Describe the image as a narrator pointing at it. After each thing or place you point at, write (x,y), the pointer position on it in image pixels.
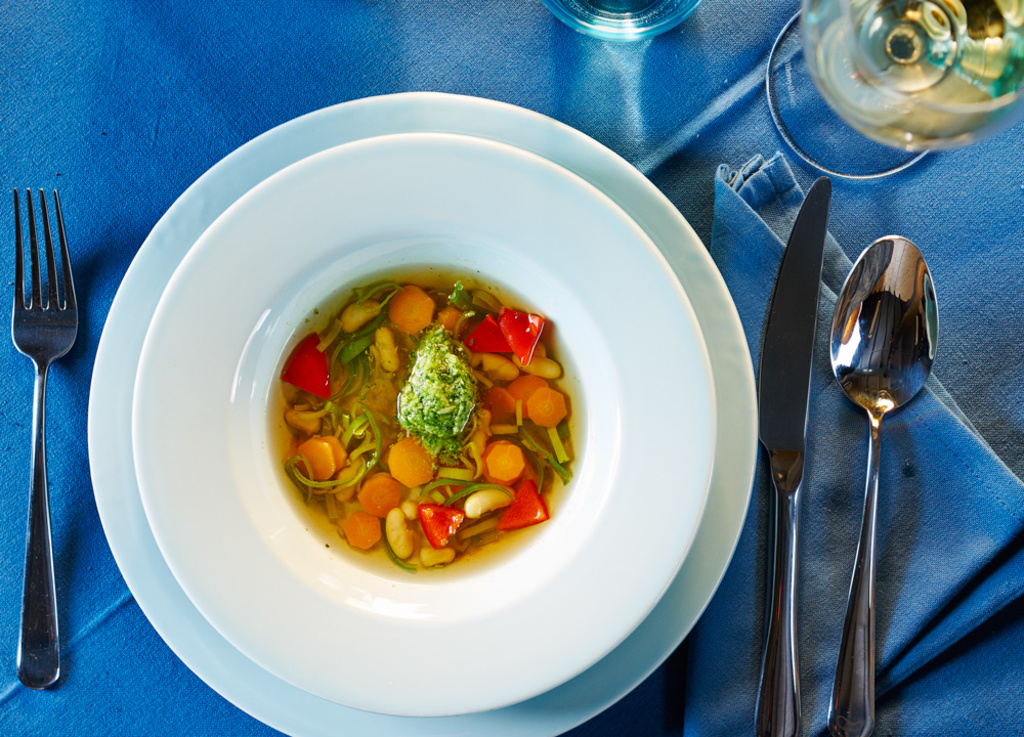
Here we can see a plate (417,586), fork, spoon (859,629), glass (949,31), and a cloth (765,238) on the platform (684,102).
